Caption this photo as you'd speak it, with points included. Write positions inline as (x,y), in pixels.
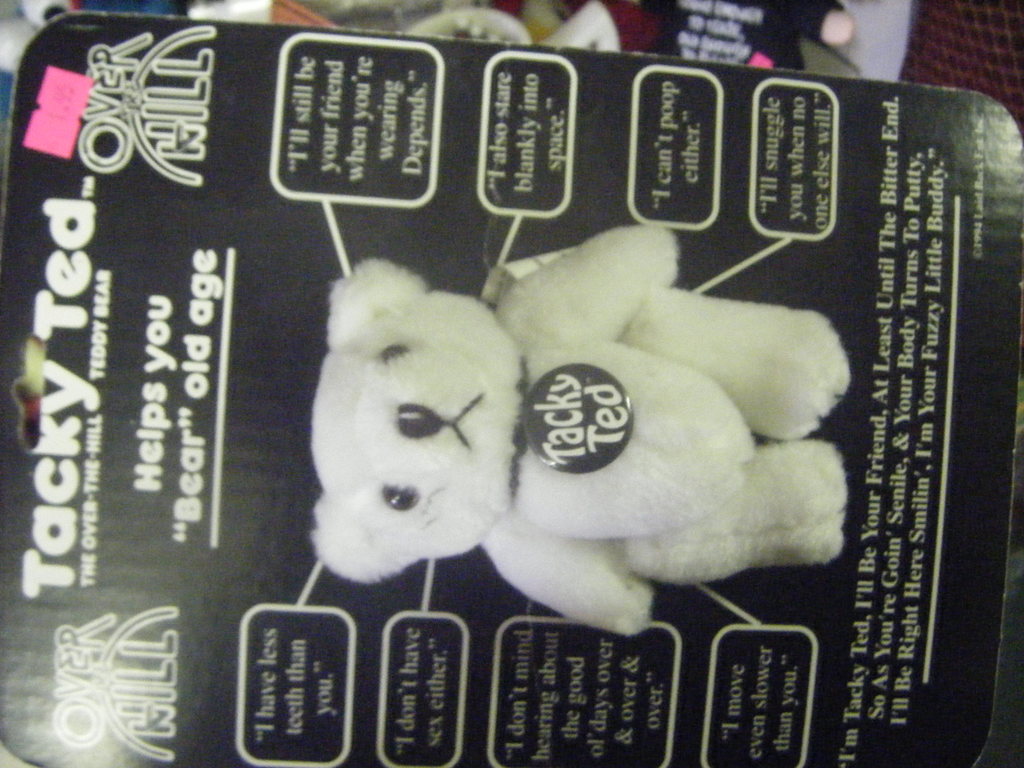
In the picture I can see the teddy bear packaging box (694,224). I can see the teddy bear photo (708,459) and text (551,669) on the packaging box (752,281).
